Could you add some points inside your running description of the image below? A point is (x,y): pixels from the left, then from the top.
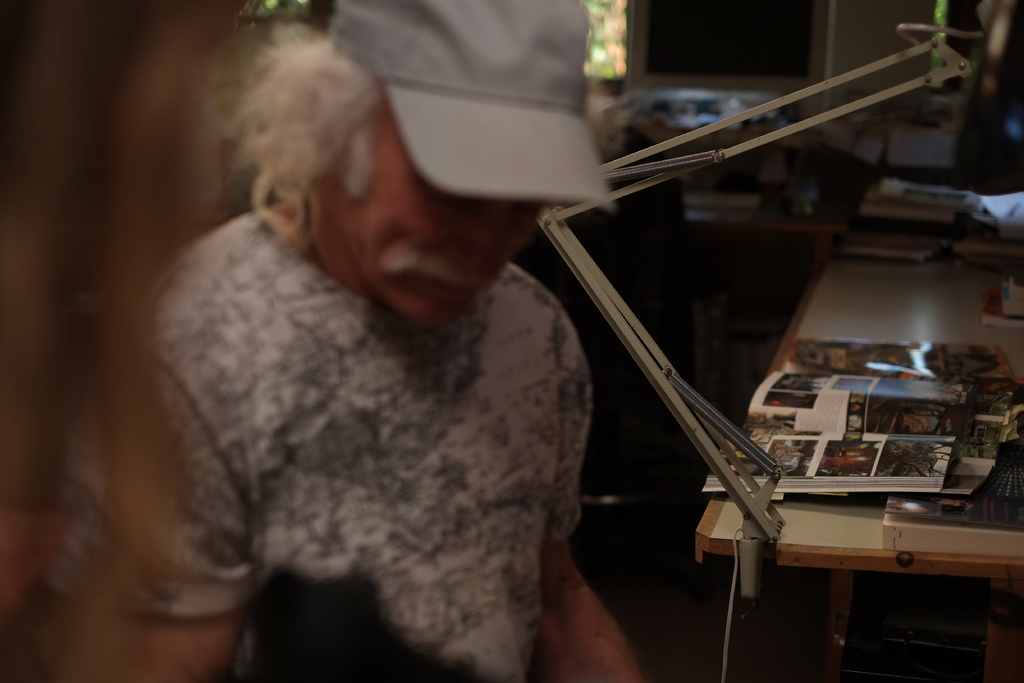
In this image we can see a person (571,431), book (925,468) and other objects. In the background of the image (685,71) there is a wall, window (625,62), books (924,219) and other objects (856,190).
